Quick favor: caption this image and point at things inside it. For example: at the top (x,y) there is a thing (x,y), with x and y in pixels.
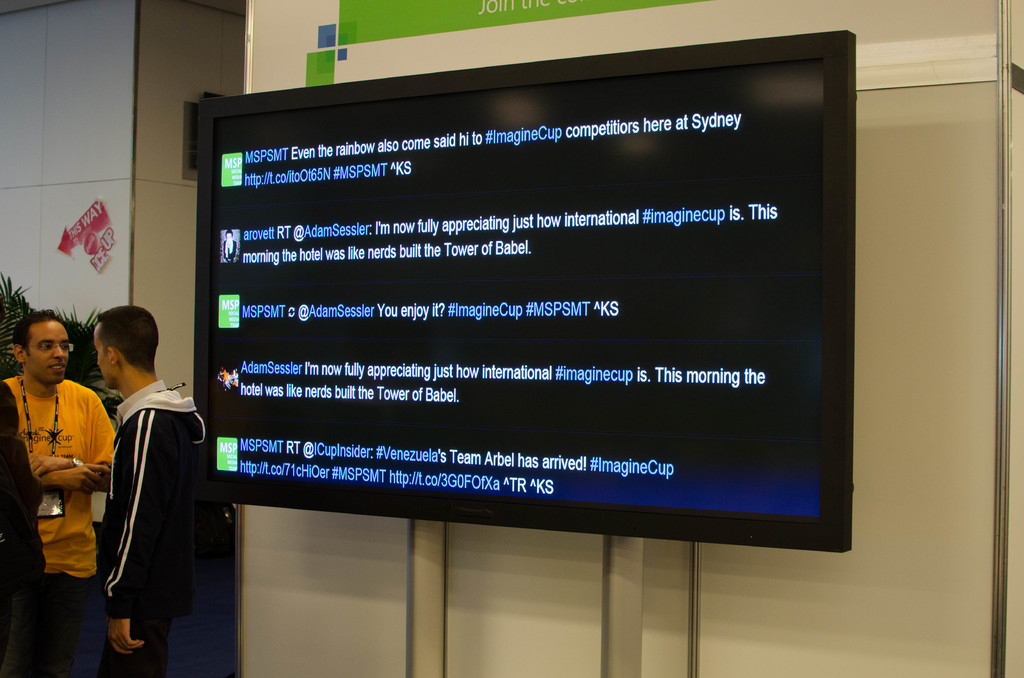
In this picture we can see a screen (551,517) with some text (473,137) on it, some people (34,438), leaves (76,354) and some objects (97,253) and in the background (114,163) we can see the walls (250,65).
